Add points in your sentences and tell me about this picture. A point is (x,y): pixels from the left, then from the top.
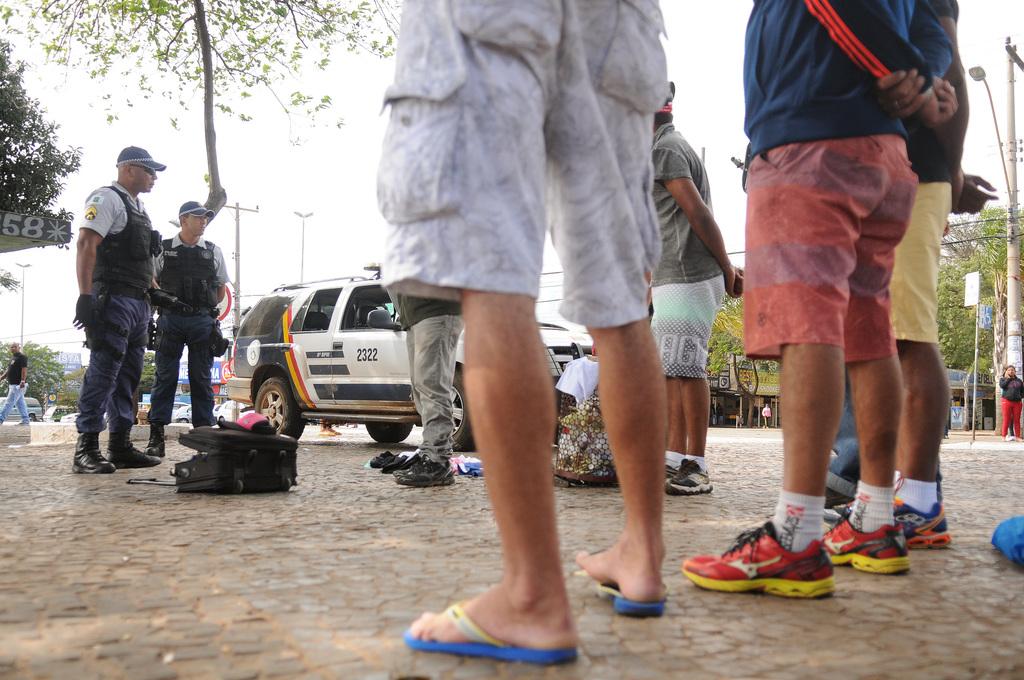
In this image we can see few people (430,292). There are few objects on the ground (724,455). There are few street lights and poles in the image. There are many vehicles (355,401) in the image. We can see the sky (346,132) in the image. There are few houses (983,417) in the image. There are many trees (986,232) in the image.
